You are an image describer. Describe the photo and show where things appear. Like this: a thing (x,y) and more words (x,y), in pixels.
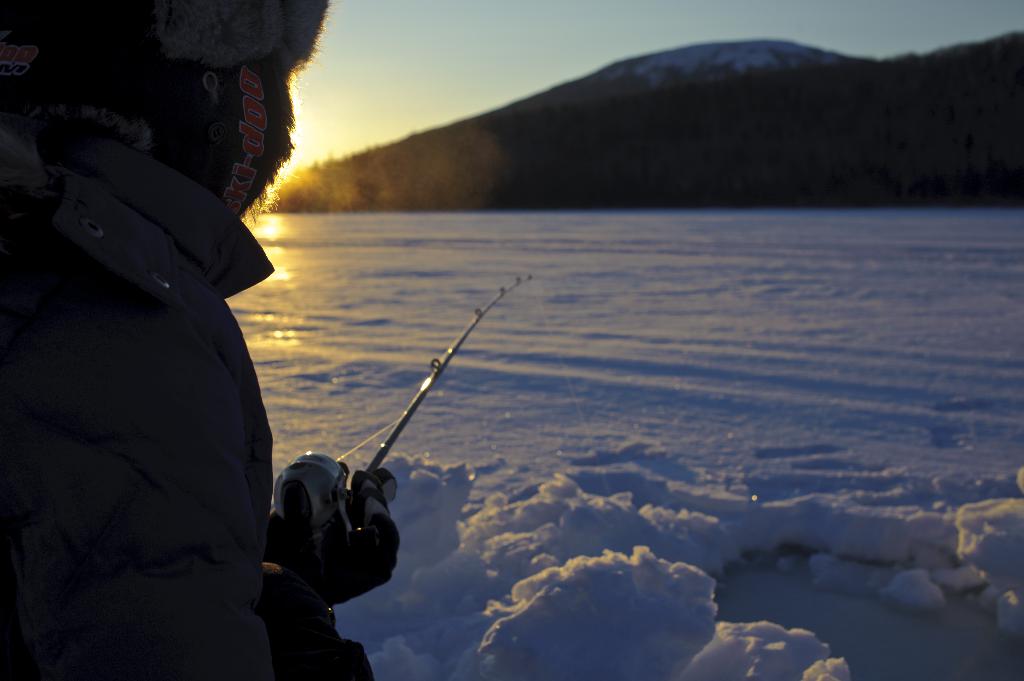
In this image, we can see a person (118,411) wearing a coat (157,432) and holding a stick (410,417). In the background (570,114), there are hills (676,113) and trees (678,154). At the bottom (603,498), there is snow (520,366).
